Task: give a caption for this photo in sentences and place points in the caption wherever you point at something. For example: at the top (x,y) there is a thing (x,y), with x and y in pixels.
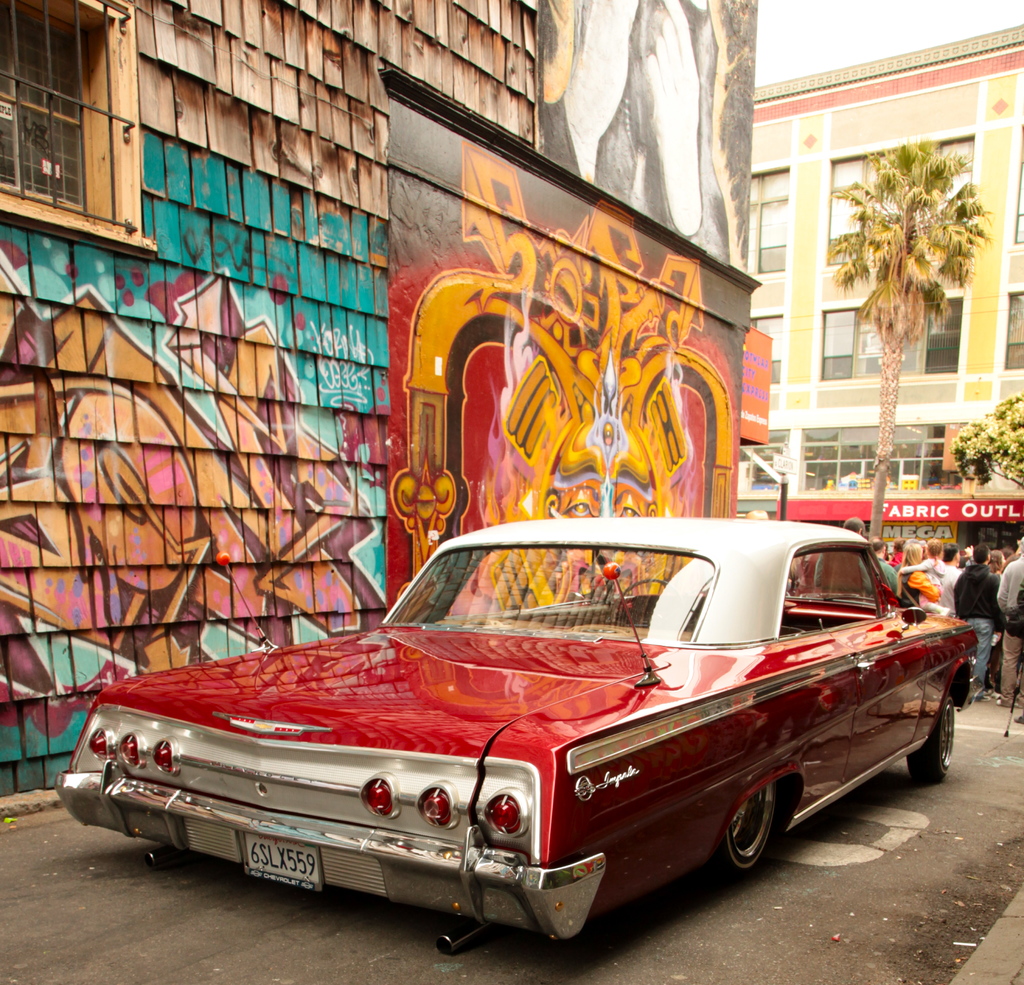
In the picture we can see a vintage car (671,823) which is red in color and beside it we can see a building wall (261,581) with full of painting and in front we can see some people (1009,699) are standing and behind them we can see a building (921,369) with windows (928,335) and near to the building (785,285) we can see trees (889,321).
